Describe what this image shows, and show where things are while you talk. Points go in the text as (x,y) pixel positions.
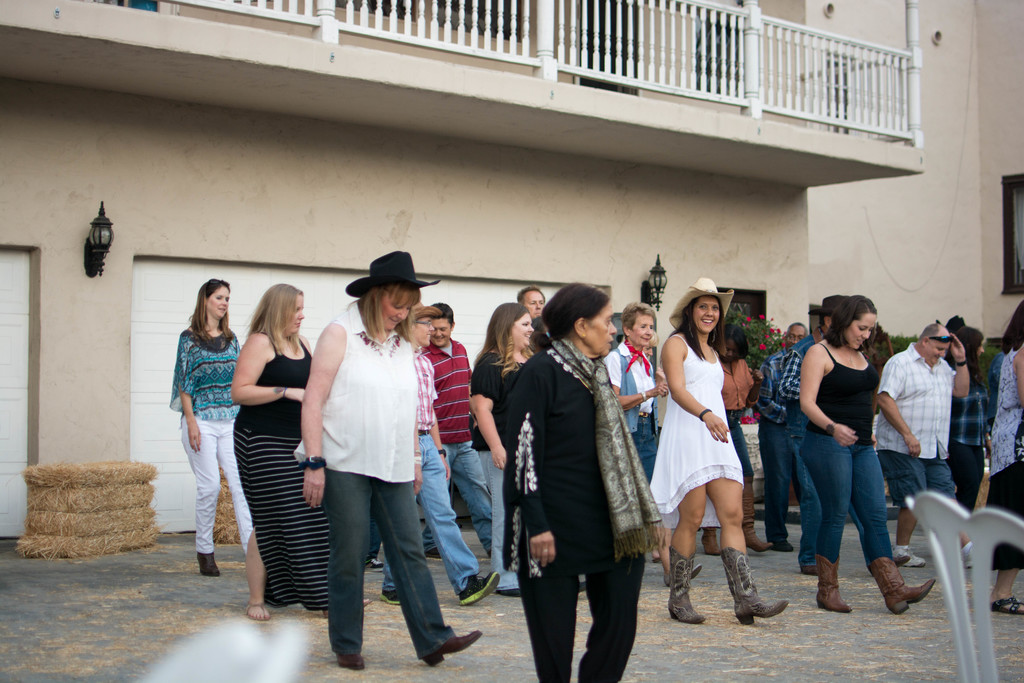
In this image, we can see a group of people (567,478) are walking on the ground (777,647). Few are smiling. Background (606,254) there is a wall (618,235), grass bunches (91,511), plants (753,343), flowers (779,347), lights (90,258) on the wall (81,246). Top of the image (577,58), there is a railing (351,25), windows (624,71) and pole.
